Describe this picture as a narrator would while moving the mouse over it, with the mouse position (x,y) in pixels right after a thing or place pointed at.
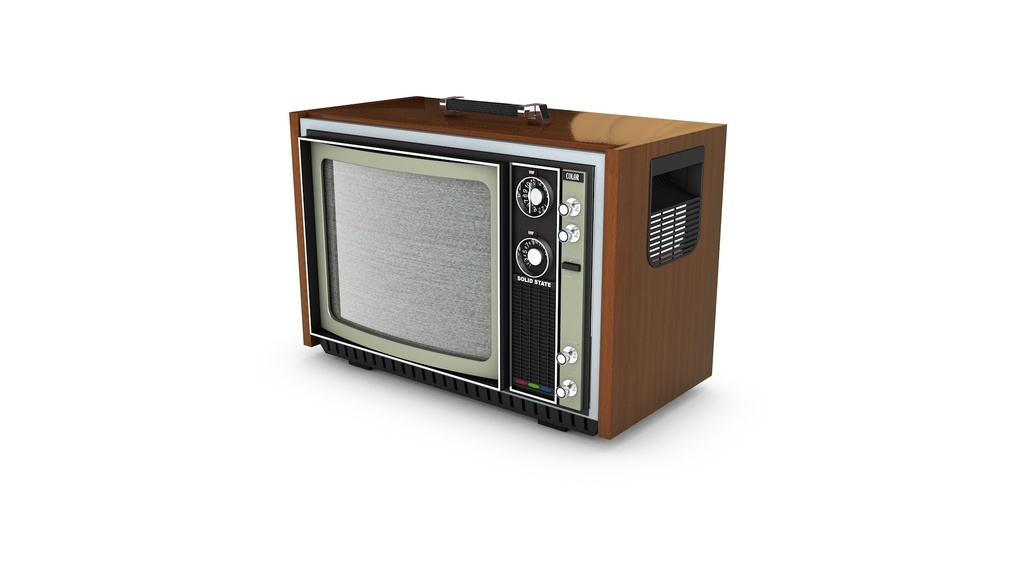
In this image there is an old TV (465,202).
